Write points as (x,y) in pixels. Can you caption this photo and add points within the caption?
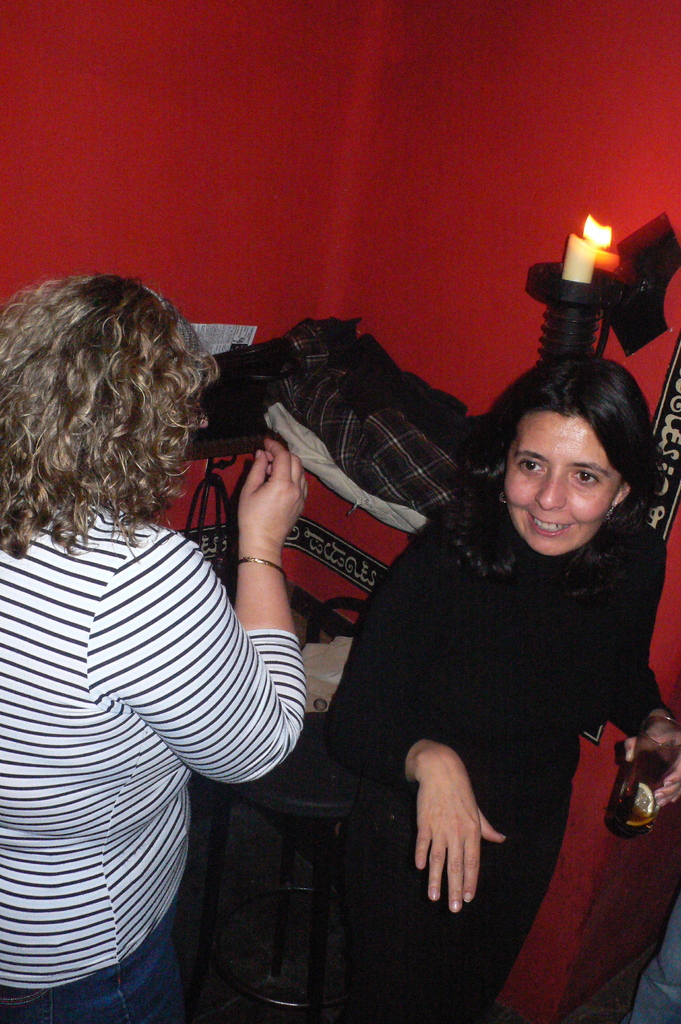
In this picture I can see 2 women (274,487) in front (100,560) who are standing and the woman (425,673) on the right (469,516) is holding a glass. Behind them I can see a stool (320,719) and few clothes (321,473). On the right side of this picture (543,291) I can see a stand (549,278) on which there is a candle (570,250). In the background (435,200) I can see the red color wall (350,226).
